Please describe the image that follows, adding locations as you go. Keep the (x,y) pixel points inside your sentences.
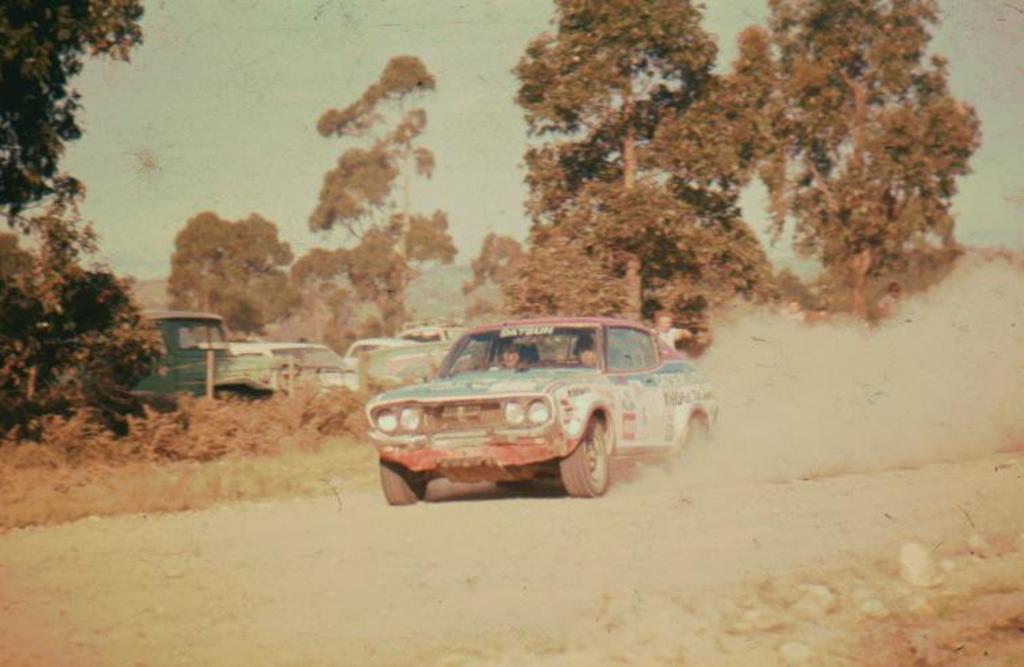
There is a car (501,417). Inside the car (528,382) there are two persons (512,353). In the background (270,337) there are trees (361,279), vehicle (372,354) and sky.
